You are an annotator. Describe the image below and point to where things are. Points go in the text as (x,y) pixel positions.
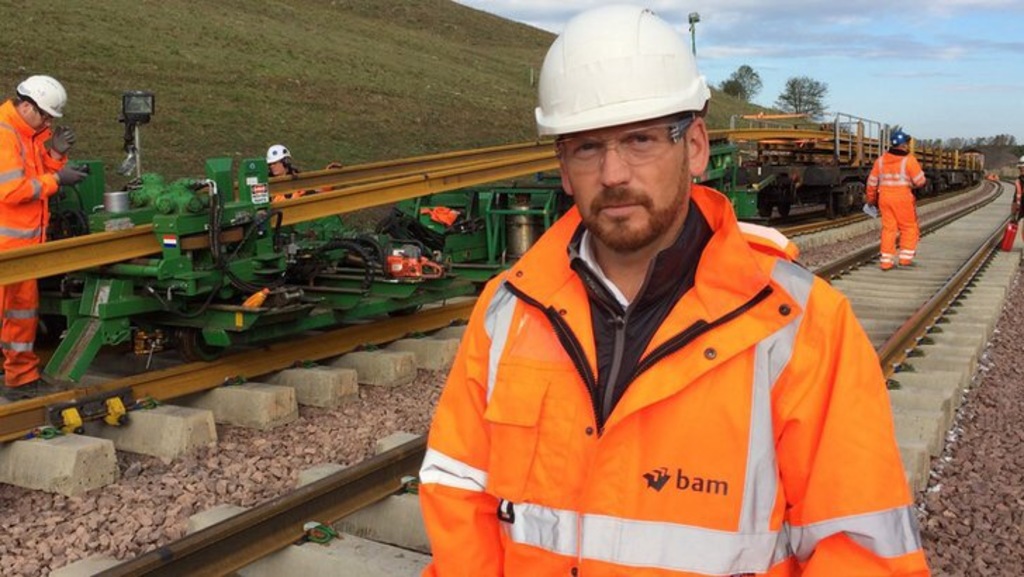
In this image we can see some people (541,377) standing on the track (155,377). On the left side (313,260) we can see a truck (149,325), motor (345,251) with pipes (220,266) on the track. We can see that two people (31,234) are checking it. On the backside (270,116) we can see a hill (432,107), trees (740,95), pole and the sky (820,61) which looks cloudy.
